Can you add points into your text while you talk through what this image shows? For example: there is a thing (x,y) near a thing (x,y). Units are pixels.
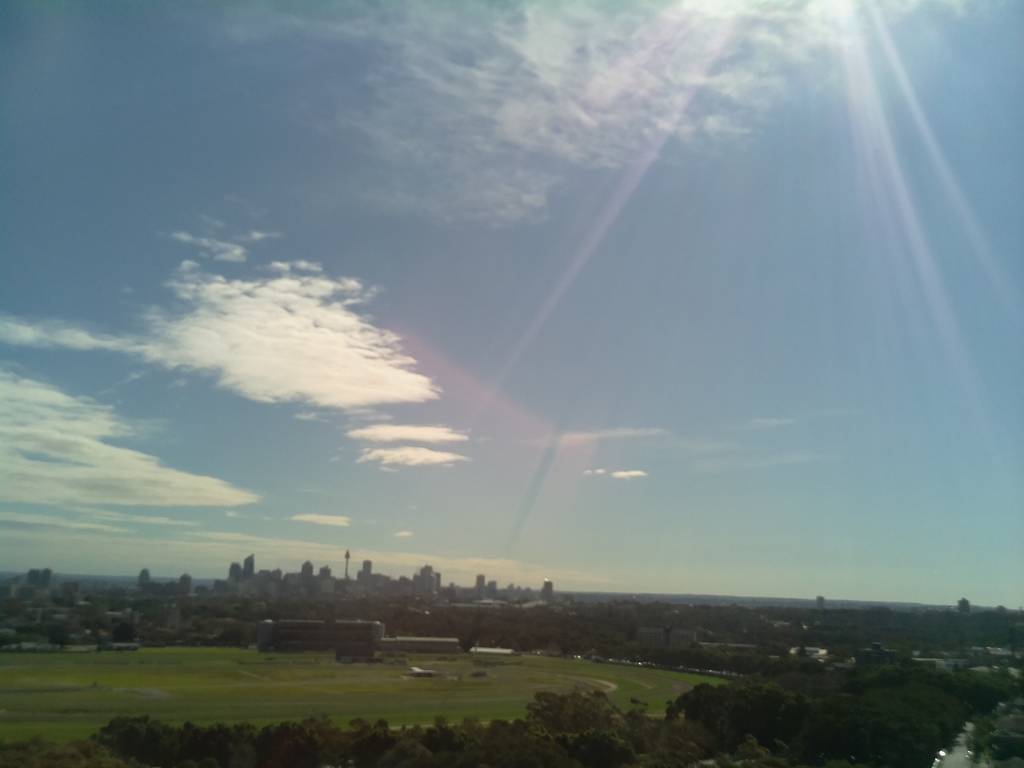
In the picture I can see trees (439,762), ground (390,702), buildings (551,595) and the sky (278,128) with clouds (356,387) and sun rays (887,59) here.
